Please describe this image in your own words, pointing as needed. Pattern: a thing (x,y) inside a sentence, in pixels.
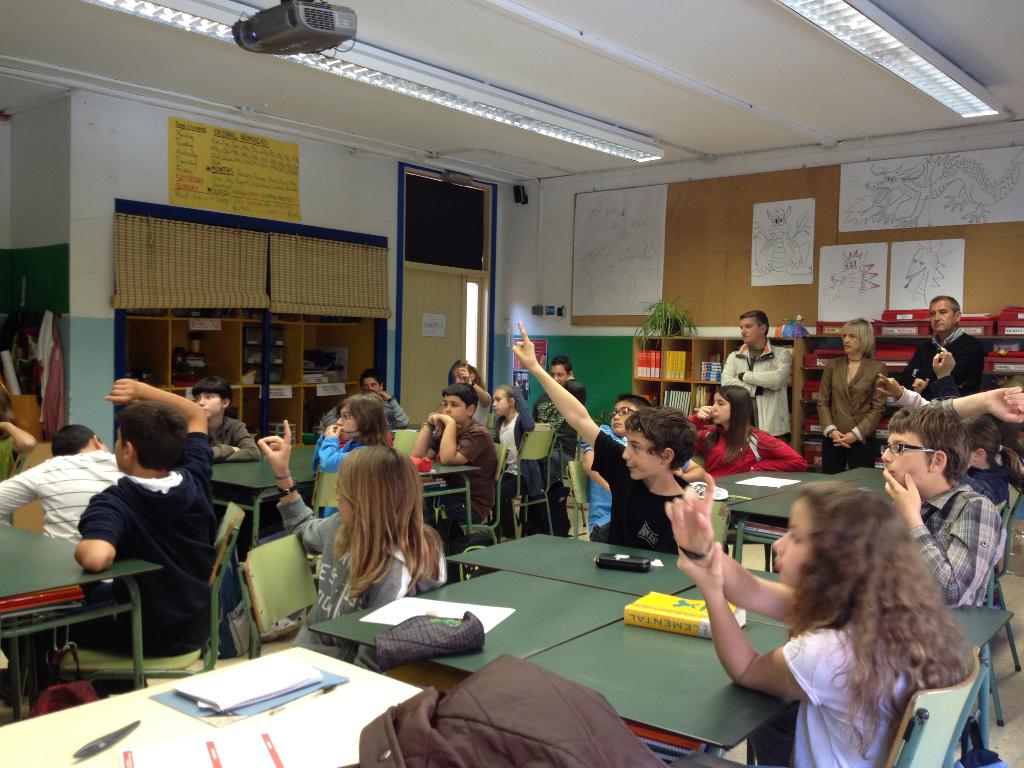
In a room (462,608) there are many girls (721,631) and boys (976,531) sitting on the chairs (254,586). And in front of them there is a table (554,632) with books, papers (219,750), pens (113,742) and few other items (609,560). To the right side (774,414) corner of the image there are two men (935,352) and one lady (866,356) is standing. Behind them there is a cupboard (696,365) with few books (684,352) and other items (806,388) in it. Above the cupboard (795,407) to the wall (570,212) there are drawing papers (953,187) on it. And in the background (446,258) there is a door (454,268) and cupboards (313,385) with few items (282,334) in it. To the top of the image (266,50) there is a projector (264,35) and to the roof (792,62) there are lights (851,50).
